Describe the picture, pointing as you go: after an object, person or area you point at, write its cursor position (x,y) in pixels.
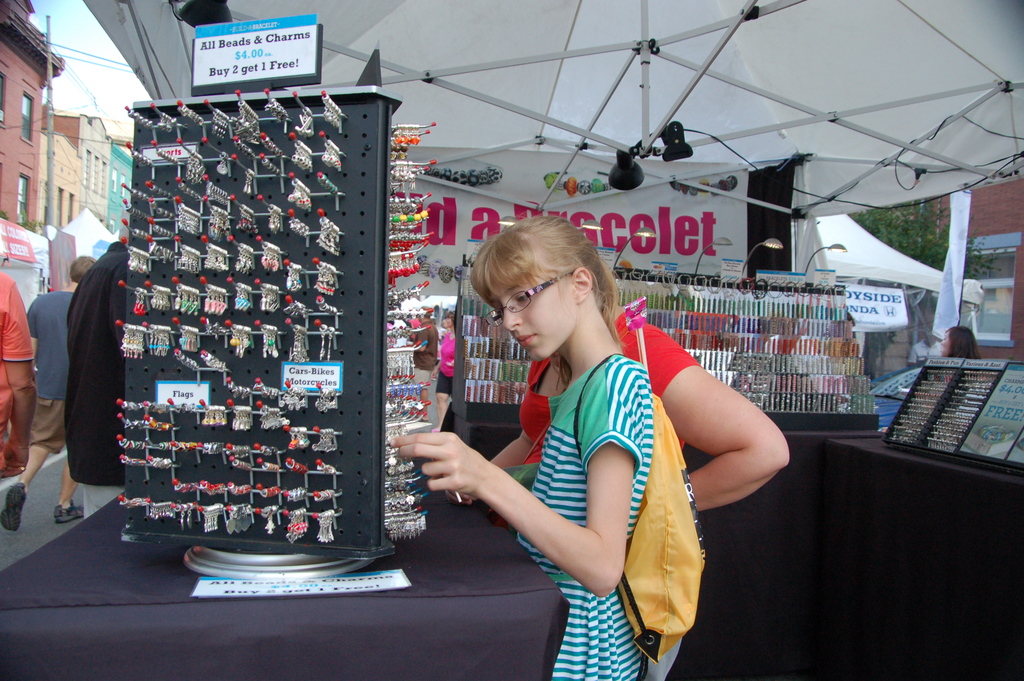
In this picture there is a girl (633,499) who is wearing green dress (591,438), bag (661,503) and spectacle (521,308). She is looking to this charms (410,414). Beside her we can see a woman (650,363). On the left (102,302) we can see group of persons (76,371). On the top left corner (80,117) we can see buildings (72,132), pole (50,114), wires (64,57) and sky (82,39). On the background (630,211) we can see banner (687,228) and other objects (757,298). On the top (772,77) we can see a tent (626,114). On the right (944,338) there is a woman (958,352) who is standing near to the table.
